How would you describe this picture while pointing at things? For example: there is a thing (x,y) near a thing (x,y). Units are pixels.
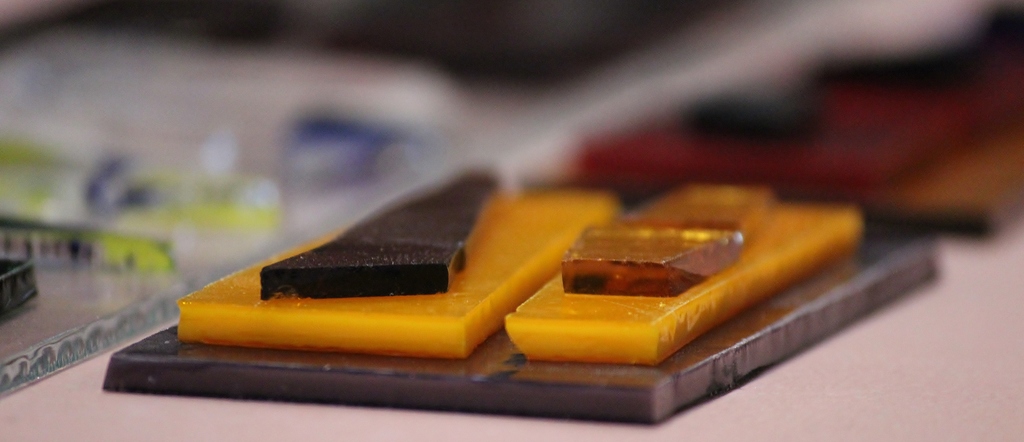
In this image I can see there is some yellow color objects (447,304) placed on a black surface (813,272) and the background (106,99) I can see it is blurred.
